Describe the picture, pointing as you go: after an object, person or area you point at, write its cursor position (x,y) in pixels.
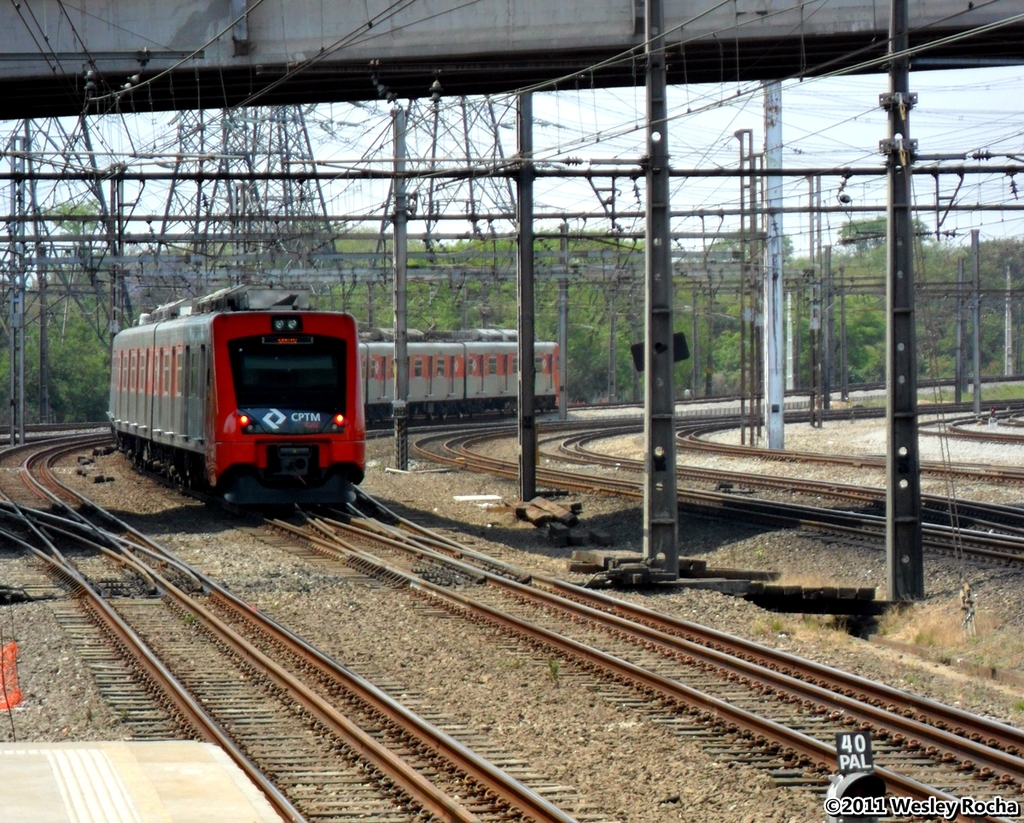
In the center of the image (541,360) there is a train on the railway track (501,621). On top of the image (264,190) there are metal rods (265,170), wires (548,165). There are poles (898,538). In the background of the image (628,342) there are trees (363,249) and sky (759,115). There is some text (944,805) on the right side of the image (983,807).
